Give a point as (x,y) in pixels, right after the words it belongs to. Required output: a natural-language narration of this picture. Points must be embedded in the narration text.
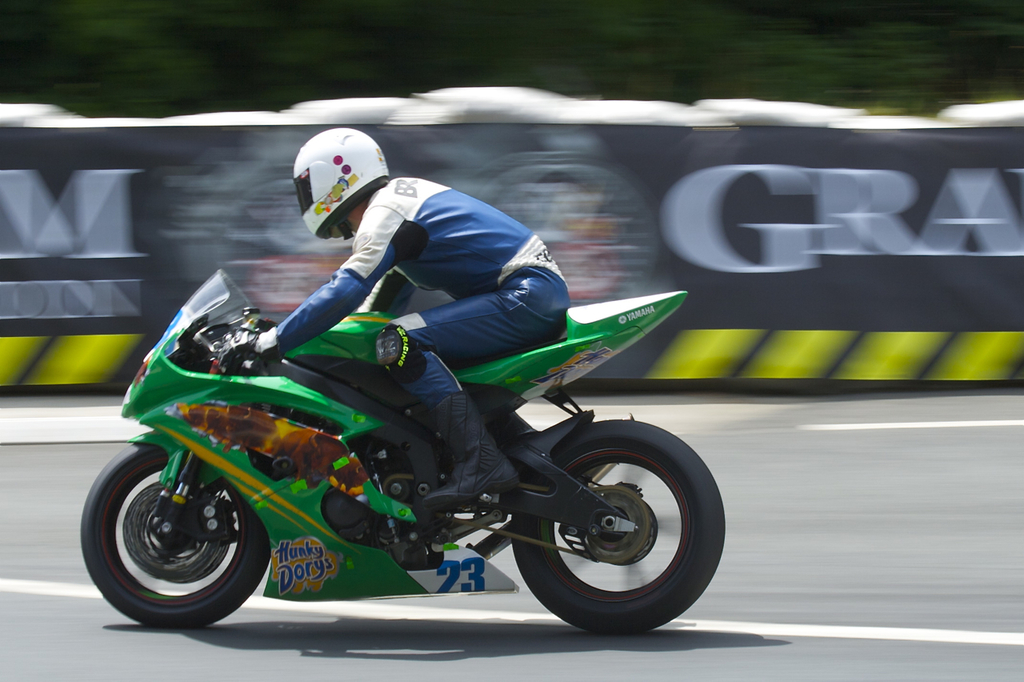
In the front of the image (407,457) I can see a person (441,499) is sitting on a motorbike (403,450) and wore a helmet (373,169). In the background of the image (59,92) it is blurry. I can see a banner (752,154).
